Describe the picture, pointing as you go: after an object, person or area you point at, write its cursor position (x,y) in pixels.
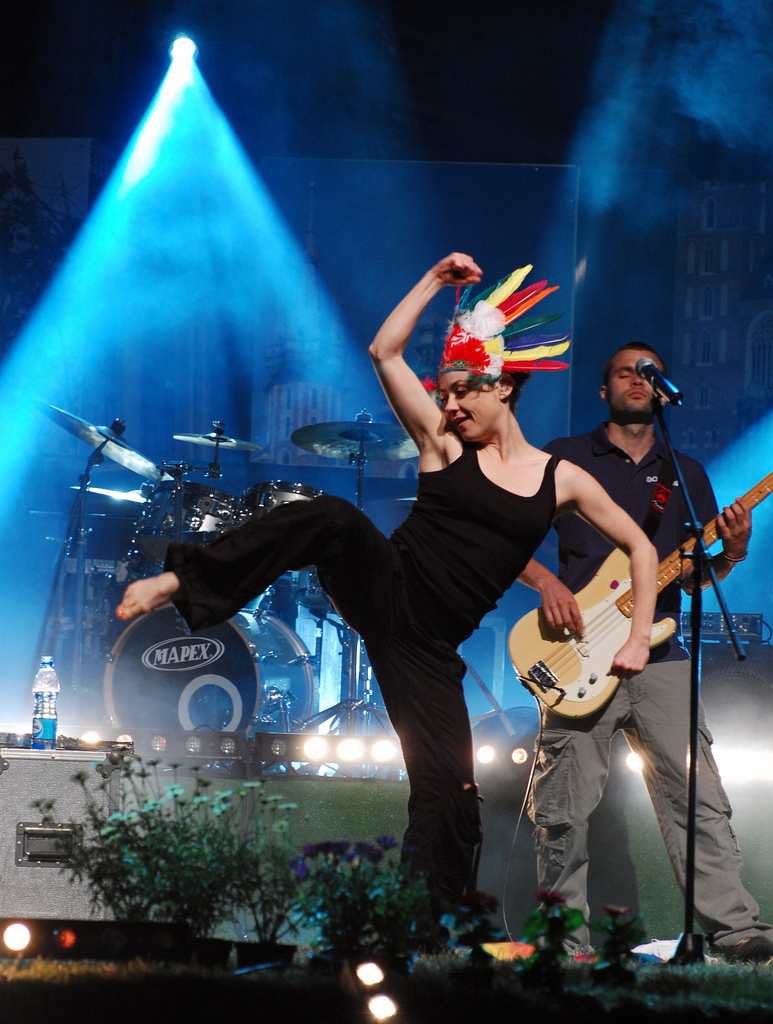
In this image I can see two persons (450,667) a woman (461,560) and a man (654,440). The man (650,682) is playing guitar (656,626) in front of a microphone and the woman (400,630) is dancing on the stage (346,964). In the background (217,471) I can see few musical instruments (193,489).
